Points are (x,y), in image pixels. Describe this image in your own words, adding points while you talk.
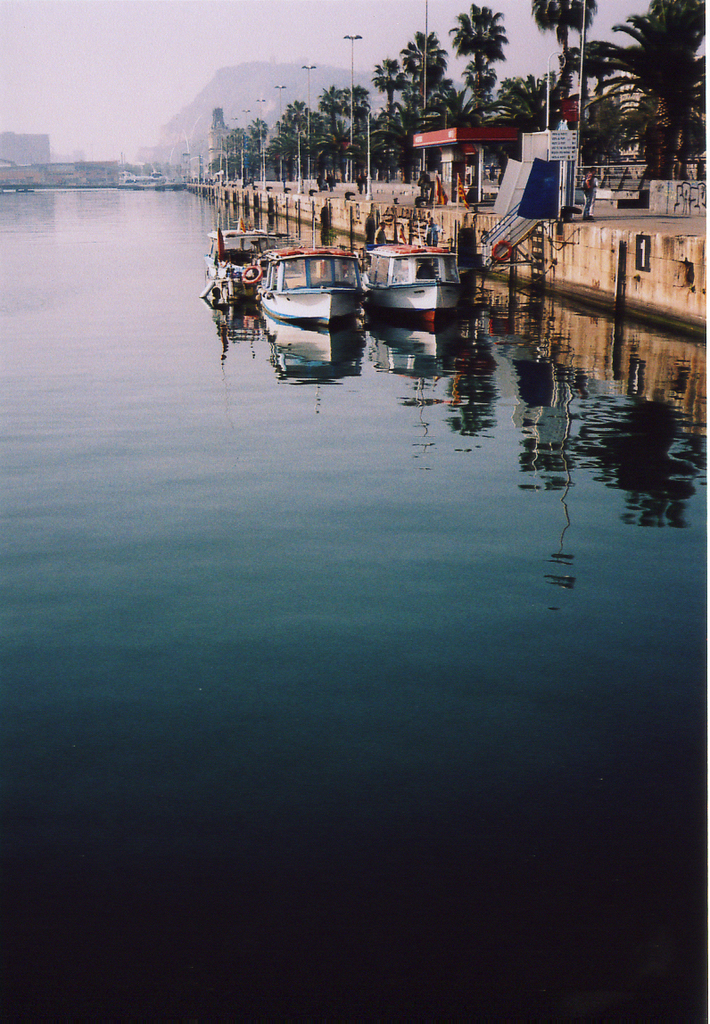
In this image I can see in the middle (284,362) there are boats (390,302) in the water (414,341), on the right side (659,35) there are trees (594,134). At the top (201,46) it is the sky (174,49).
